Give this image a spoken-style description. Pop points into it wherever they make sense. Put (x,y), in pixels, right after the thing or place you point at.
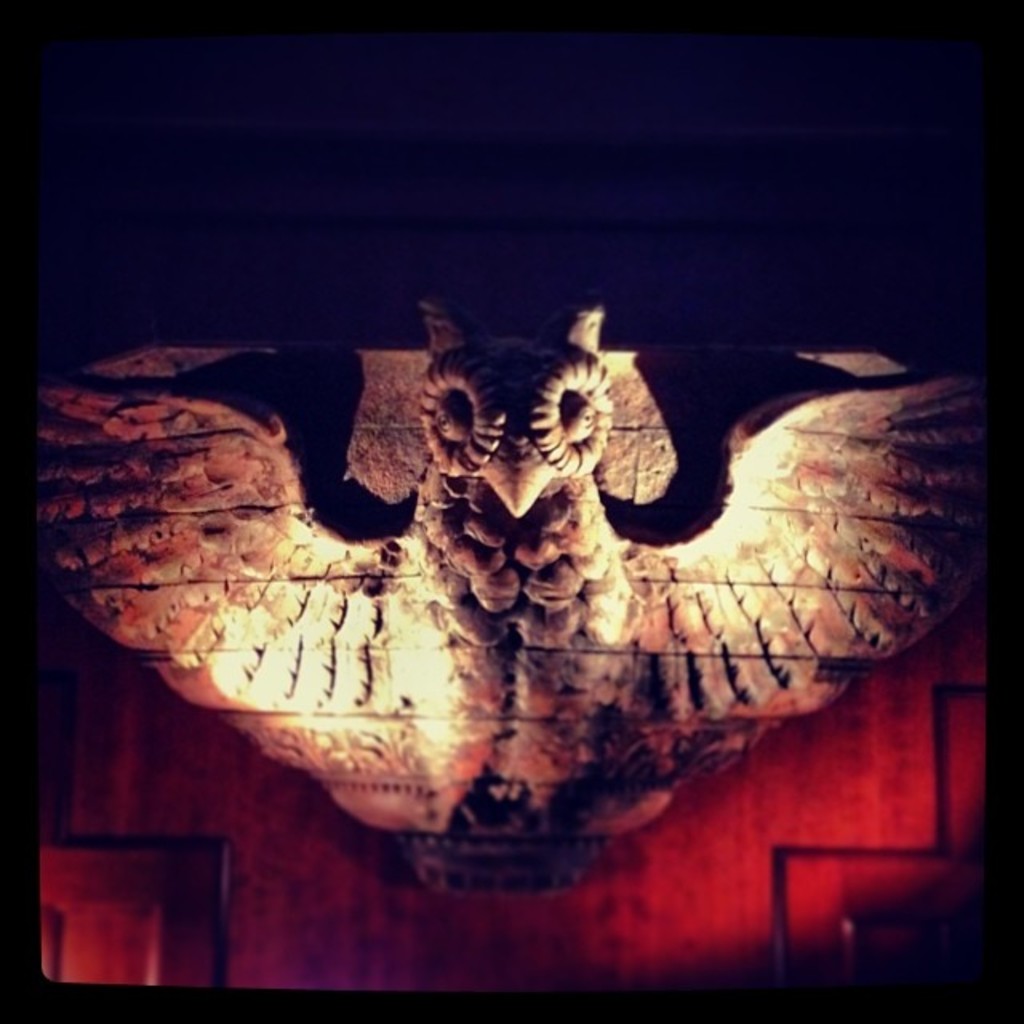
In this picture we can see a sculpture (606,705) on the wall (905,680), here we can see some objects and in the background (903,697) we can see it is dark.
